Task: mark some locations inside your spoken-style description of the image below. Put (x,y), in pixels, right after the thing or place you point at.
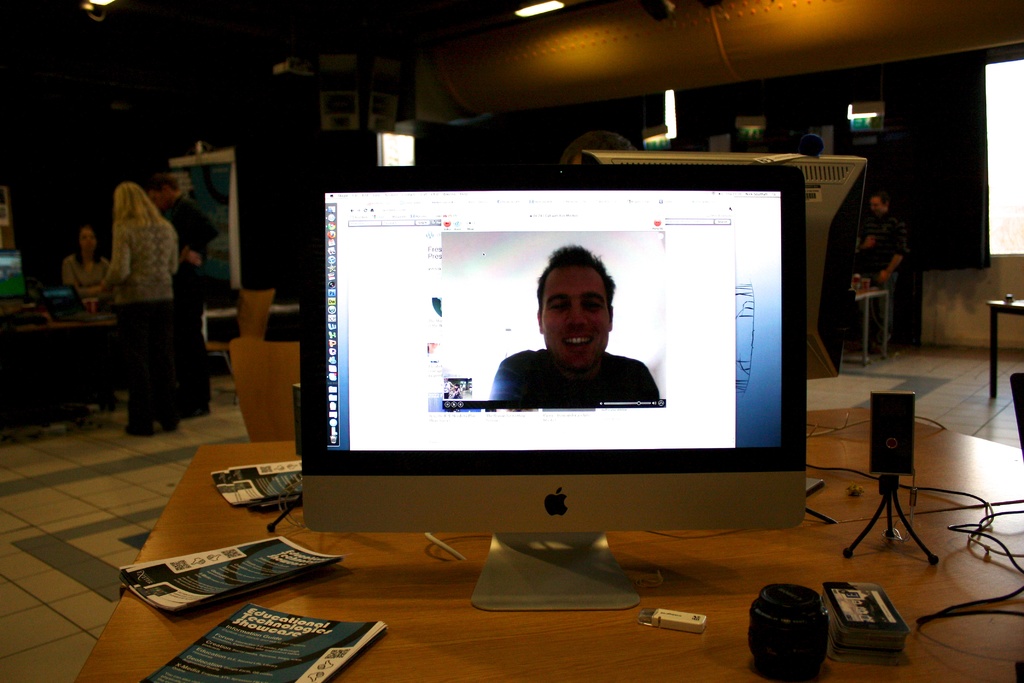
In this picture we can see a computer (739,197), posters (244,478), lens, box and a few devices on the table (779,546). We can see a woman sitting on the chair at the back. There is a poster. We can see a few people (133,246). We can see some lights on top.
